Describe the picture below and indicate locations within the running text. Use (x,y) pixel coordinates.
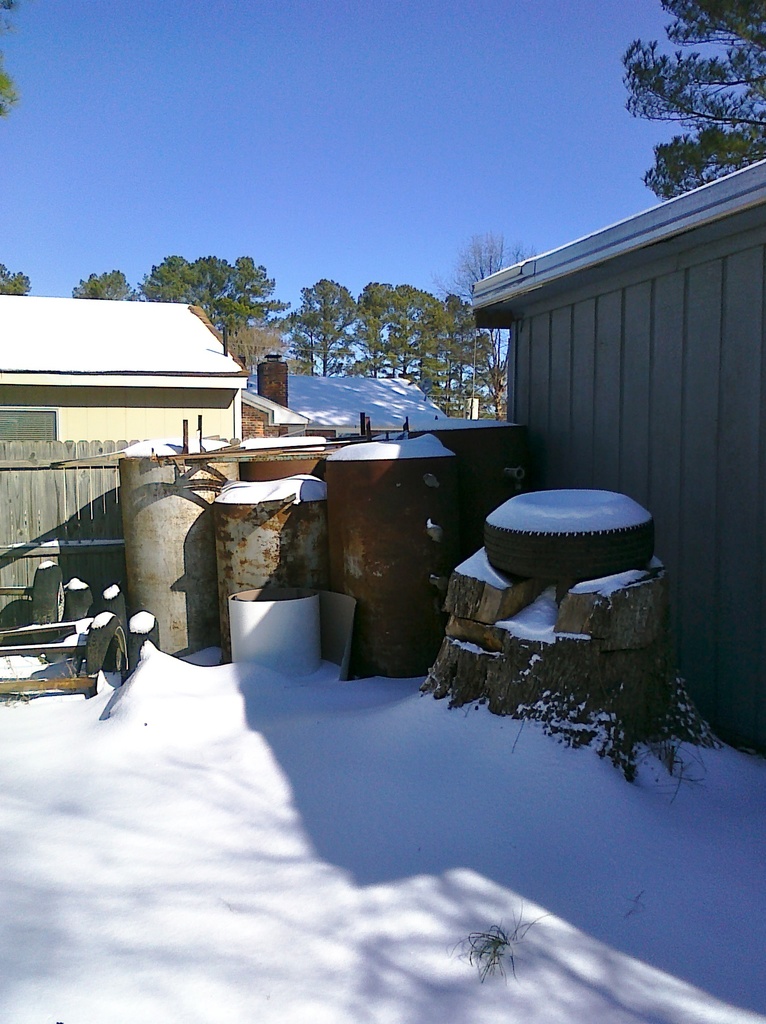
The picture is taken outside a house (695,464). In the foreground of the picture (703,355) there are drums (405,523), wood (481,613), tyres (54,591), snow (216,788), wooden wall (57,454) and houses (272,378). In the center of the background (405,327) there are trees (422,313). Sky (359,272) is clear and it is sunny. In the foreground (357,742) there is snow (468,873).
